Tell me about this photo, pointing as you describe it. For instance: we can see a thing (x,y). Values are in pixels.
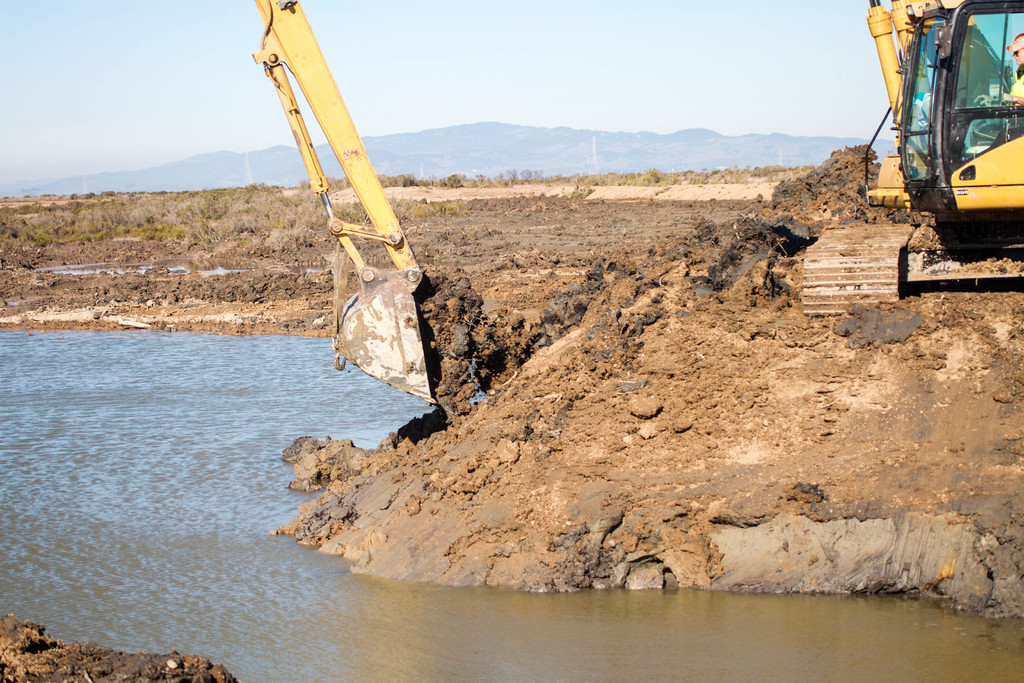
At the bottom of the image (71,489) there is a lake (375,666). On the right (988,171) we can see a crane (863,285) excavating. In the background (472,154) there is a hill (489,146) and sky (406,100).
